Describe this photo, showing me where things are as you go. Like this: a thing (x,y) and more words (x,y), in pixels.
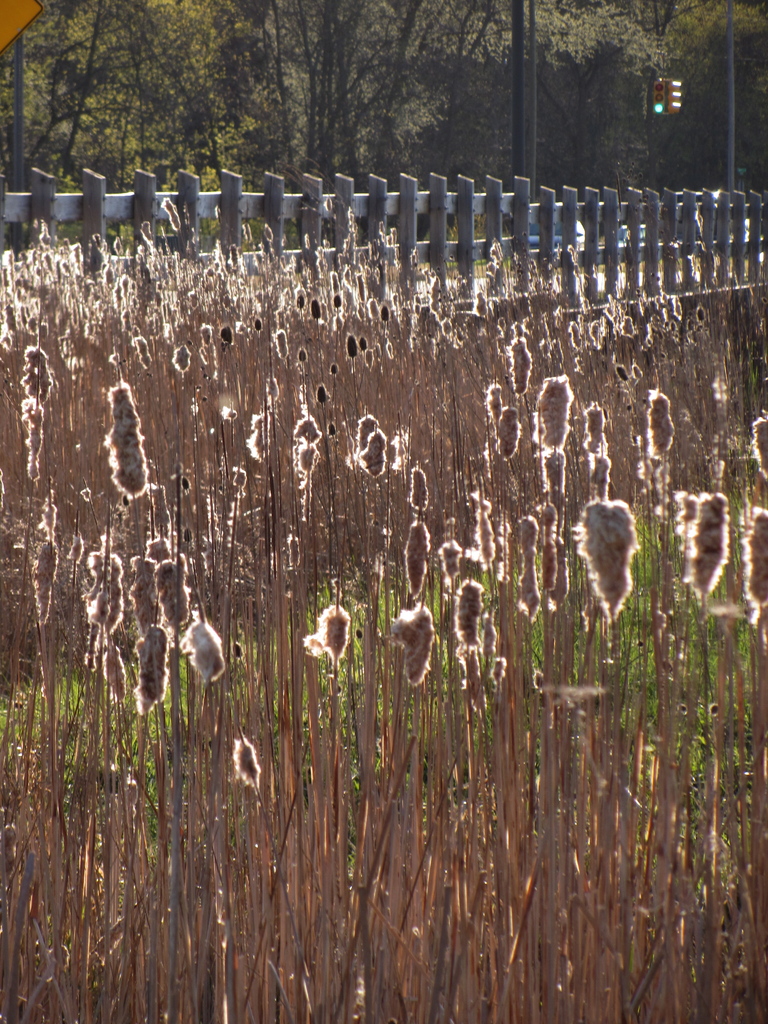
In this image I can see plants (719,382) in the front (45,454) and in the background (248,116) I can see number of trees (462,143) and few poles (20,162). On the right top corner (655,105) I can see few signal lights (662,88) and on the left top corner (2,1) I can see a yellow colour board (3,11).
